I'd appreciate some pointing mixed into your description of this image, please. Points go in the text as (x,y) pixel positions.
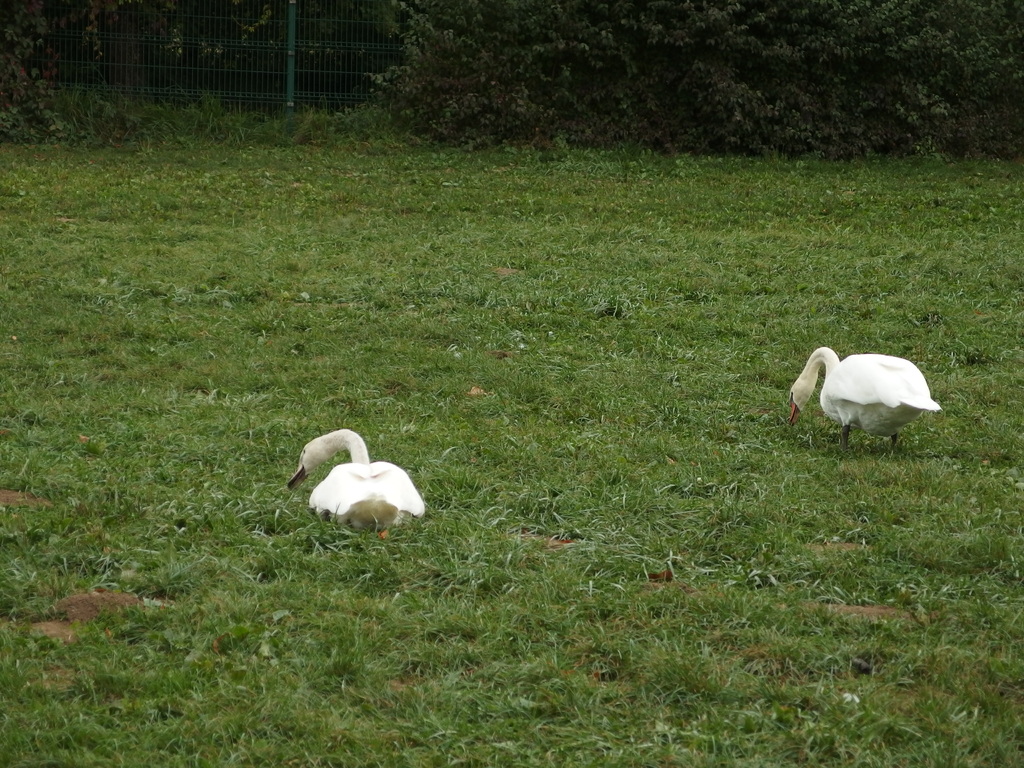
In this image in the center (385,483) there are two swans (395,493), at the bottom (687,699) there is grass (729,213) and in the background (649,89) there are some plants (400,86) and a fence (293,59).
